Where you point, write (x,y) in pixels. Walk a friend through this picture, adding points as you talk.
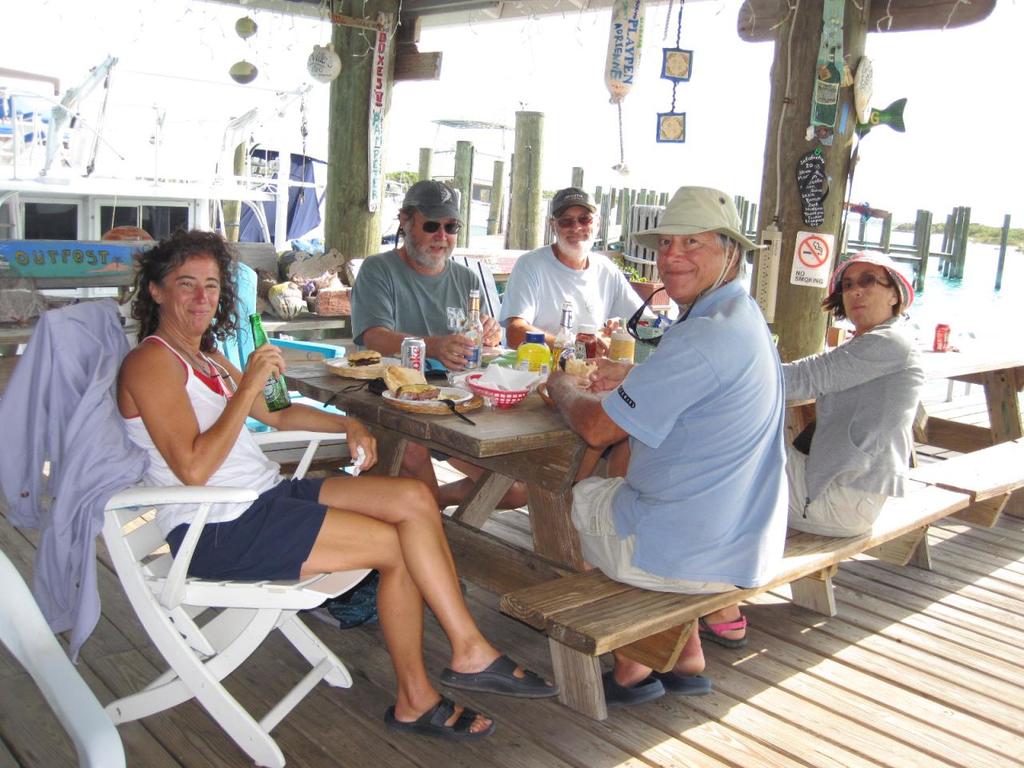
This picture is of outside. On the right (699,289) we can see group of persons (705,291) sitting on the bench (609,588) and there is a table (496,361) on the top of which food items (534,363) are placed. On the left (184,269) there is a woman (202,406) wearing a white color t-shirt (211,410), smiling, holding a bottle (271,394) and sitting on the chair (172,590). In the background (931,62) we can see the sky (958,91), water body (981,300), a building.
